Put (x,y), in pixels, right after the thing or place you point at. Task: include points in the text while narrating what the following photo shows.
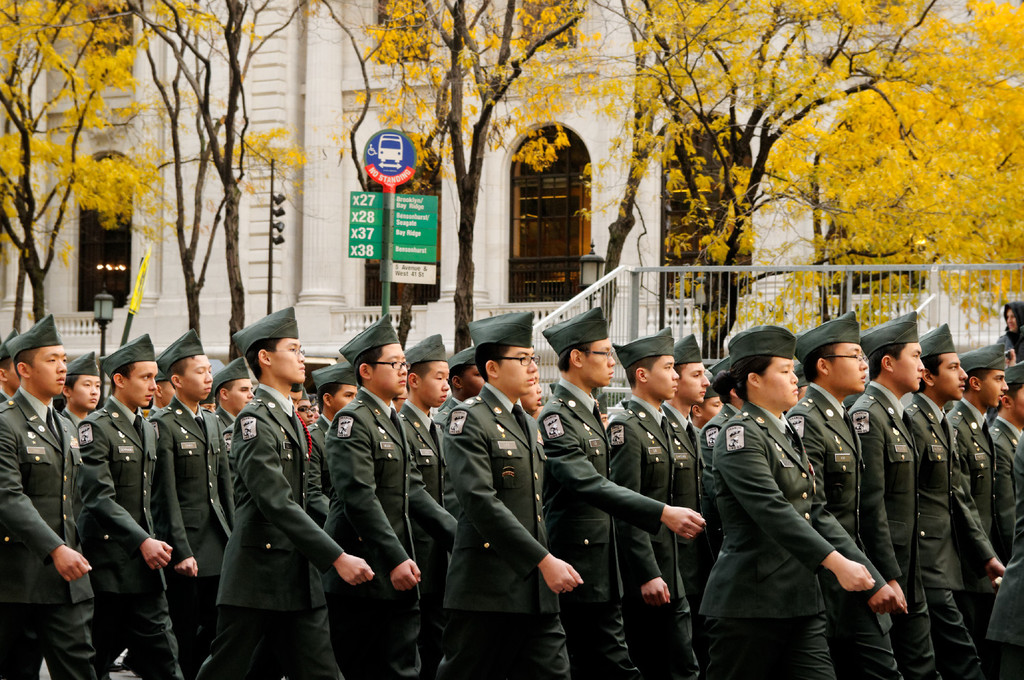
This image is taken outdoors. In the background (295,215) there is a building (614,158) with walls (625,151), windows (575,205), doors (558,205) and pillars (321,221). There is a railing (662,292). There is a sign board (404,227) with a text (397,238) on it. There is a signal light (275,224) and there is a street light (99,316). There are a few trees (772,197) with stems (741,144), leaves (921,172) and branches (366,103). In the middle of the image (489,434) many people (191,408) are walking on the road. They have worn uniforms (494,557) and caps (598,321).
